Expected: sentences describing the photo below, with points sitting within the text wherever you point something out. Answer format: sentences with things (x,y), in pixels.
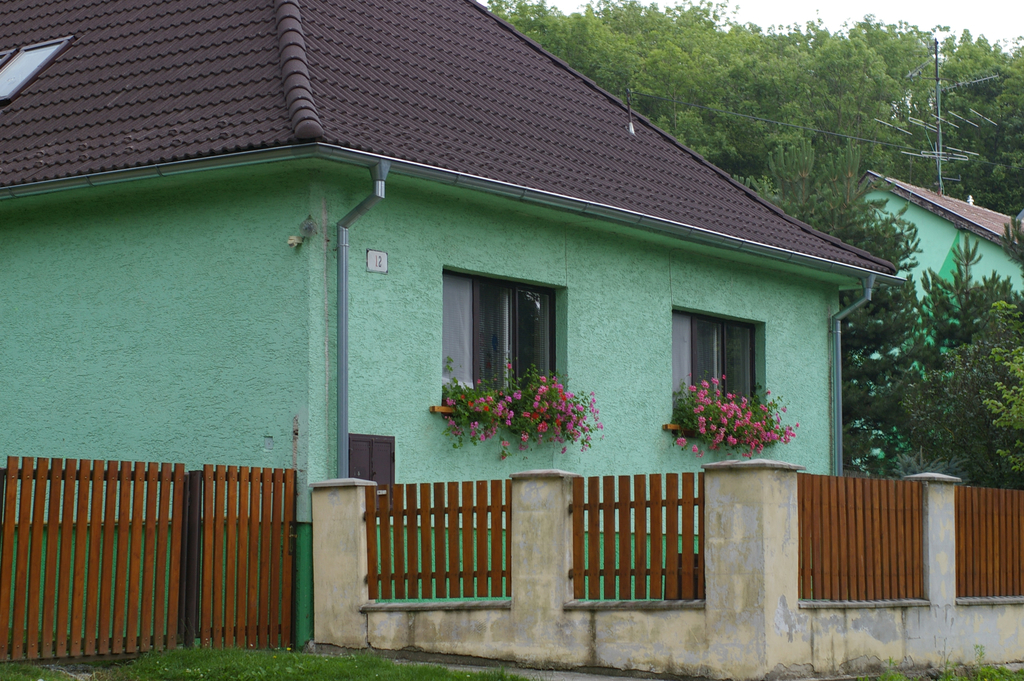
This image is taken outdoors. At the top of the image (758,15) there is the sky (876,22). At the bottom of the image (220,657) there is a ground (188,671) with grass (348,667) on it. In the background (764,88) there are many trees (840,140) with leaves (913,249), stems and branches (882,390). In the middle of the image (444,301) there are two houses (687,296). There are few plants (546,398) with many flowers (699,407). There is a wooden fence (869,540).
